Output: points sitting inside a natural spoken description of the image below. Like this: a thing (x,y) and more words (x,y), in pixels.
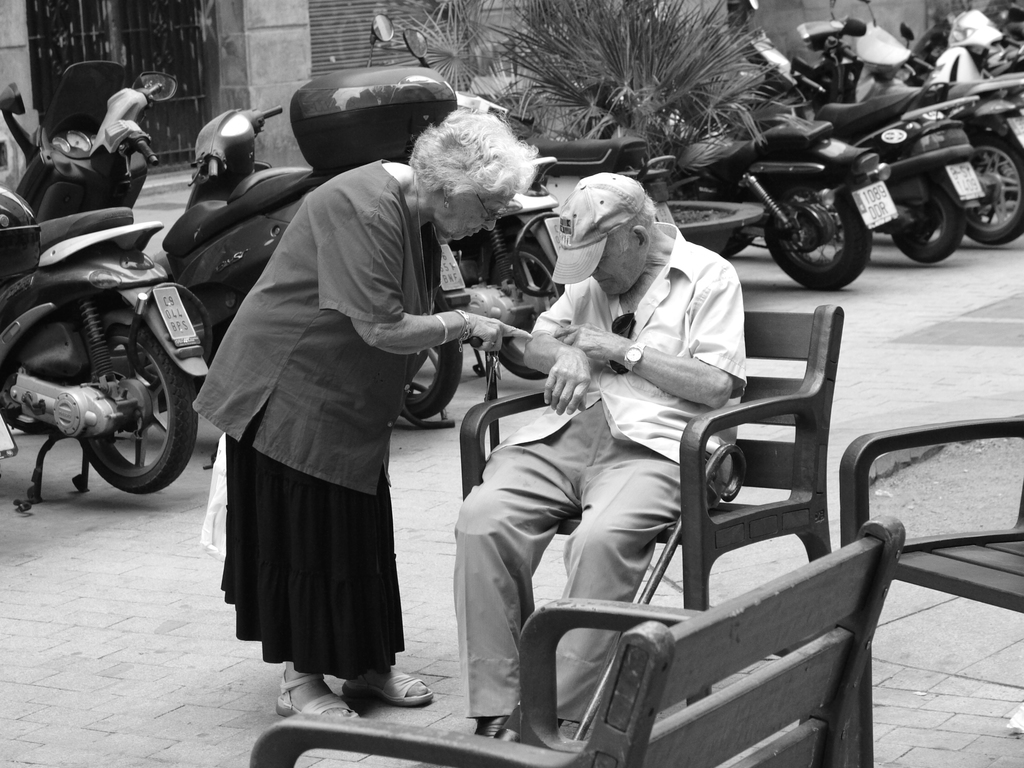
In this image I can see two persons (639,403). In front (669,393) the person (684,411) is sitting on the chair (694,435) and I can see few chairs (694,435). In the background (805,182) I can see few vehicles (283,175) and plants (568,7) and the image is in black and white.
